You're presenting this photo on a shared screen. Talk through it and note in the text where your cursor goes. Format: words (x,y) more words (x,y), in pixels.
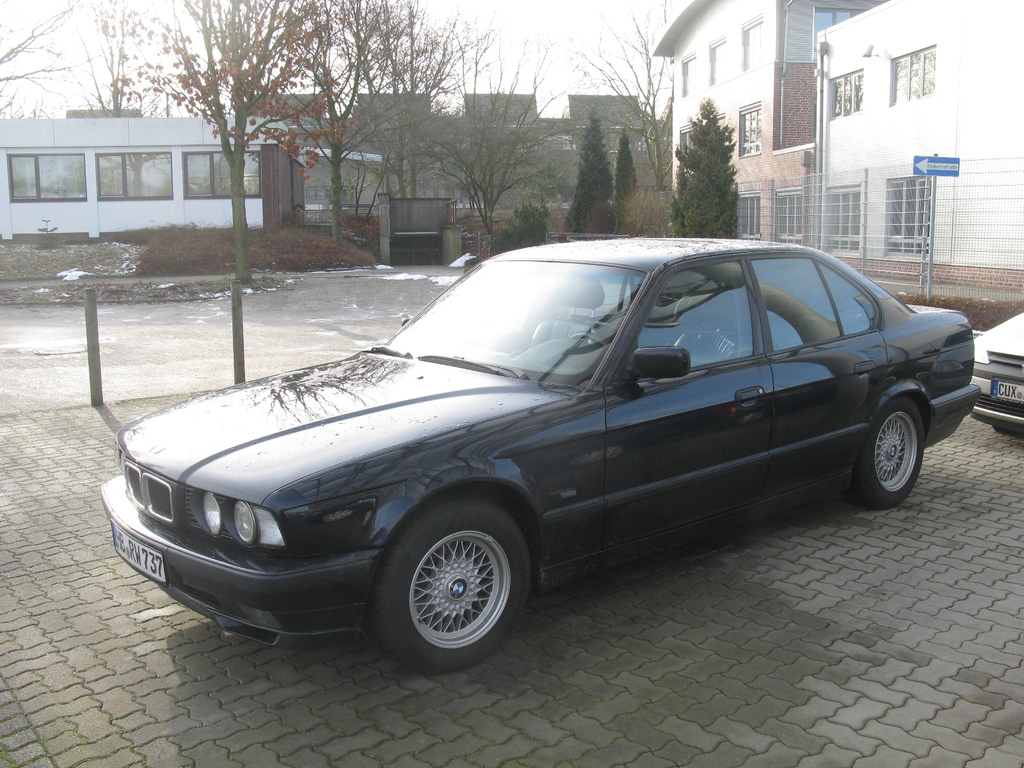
In this picture there is a black car (640,543) which is parked near to the pipes (242,363). On the right (999,327) there is a white car (1014,320) which is parked near to the fencing (1012,218) and sign board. In the background (33,134) i can see the buildings (963,184), trees (426,87), plants (1022,309), fencing (985,193), dustbin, grass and poles (827,54). At the top (600,26) there is a sky (600,26).
